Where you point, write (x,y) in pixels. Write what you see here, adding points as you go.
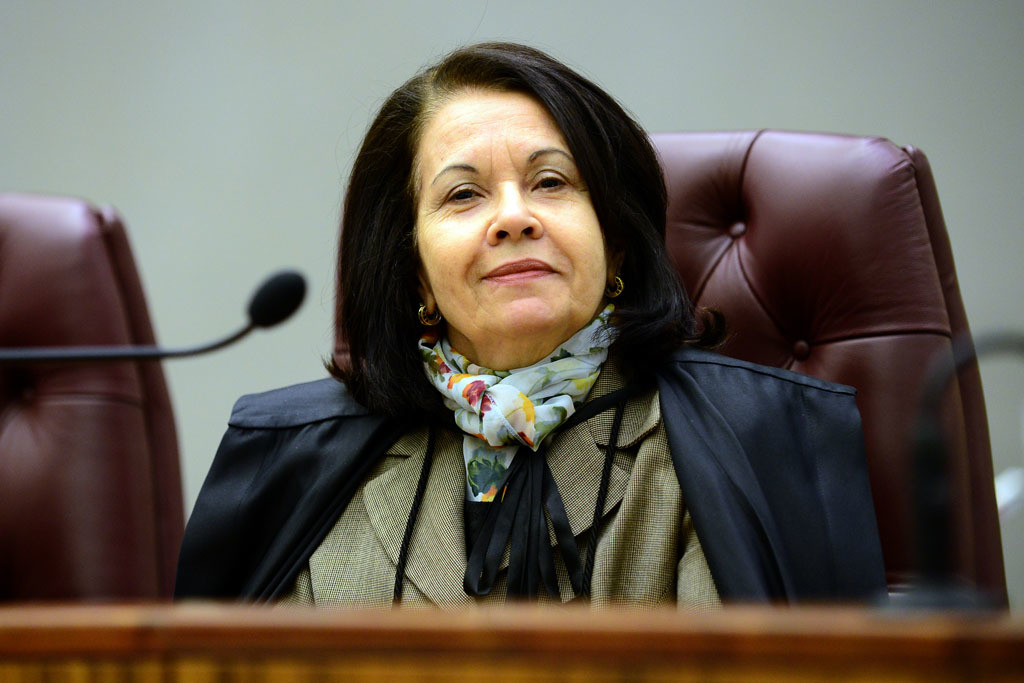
A woman (789,454) is sitting on the chair (889,394), she wore coat (811,509) and also she is smiling.
